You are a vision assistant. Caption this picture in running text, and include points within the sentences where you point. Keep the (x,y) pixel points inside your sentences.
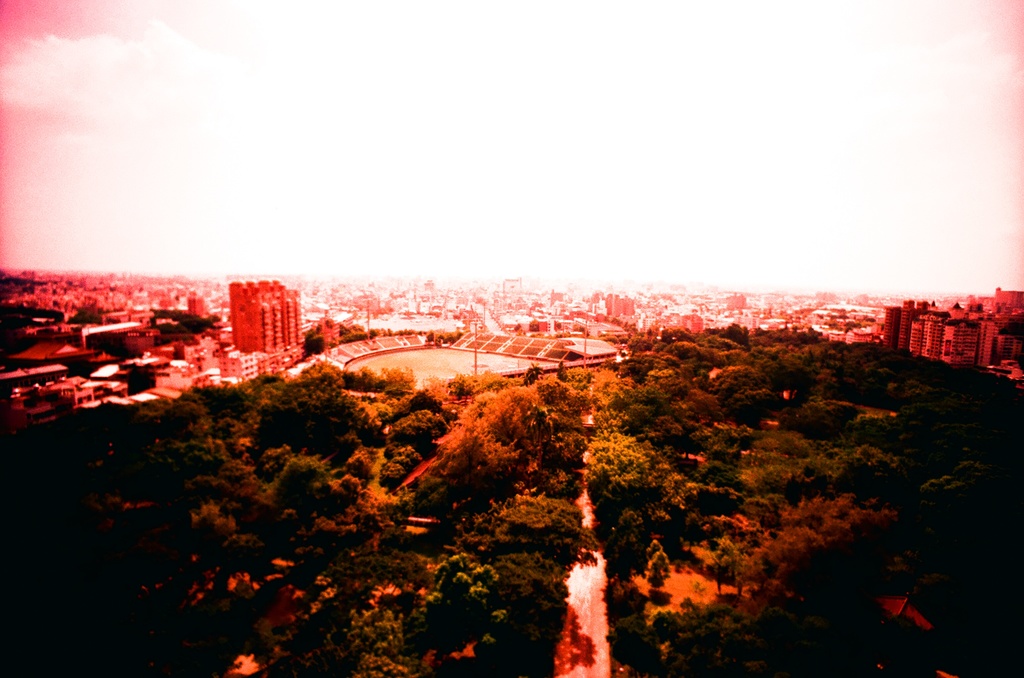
In this image, we can see trees (319,394), buildings (906,300), stadium (388,354), poles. Top of the image (234,124), there is a sky (558,234).
